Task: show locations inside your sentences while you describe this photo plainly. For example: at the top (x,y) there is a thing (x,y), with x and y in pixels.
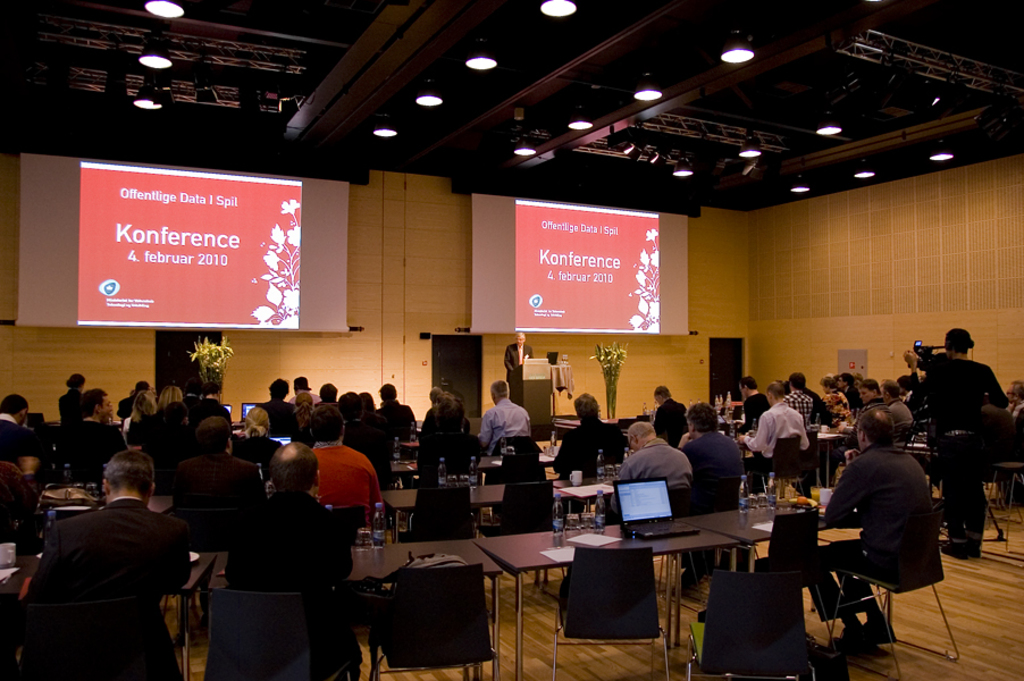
In this image there are people (886,542) sitting on the chairs (467,579) at the tables (500,550). On the tables (515,539) there are bottles (561,504), cups (580,475), papers (604,486) and laptops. In front of them there is a dais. There is a man (514,360) standing at the podium (532,379) on the dais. On the both sides of the dais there are house plants (228,352). In the background (389,293) there is the wall (358,290). There are projector boards (263,261) hanging to the wall (355,302). There is text (212,251) on the boards (563,249). At the top (419,63) there is a ceiling (514,72). There are lights (480,59) to the ceiling (166,97).
